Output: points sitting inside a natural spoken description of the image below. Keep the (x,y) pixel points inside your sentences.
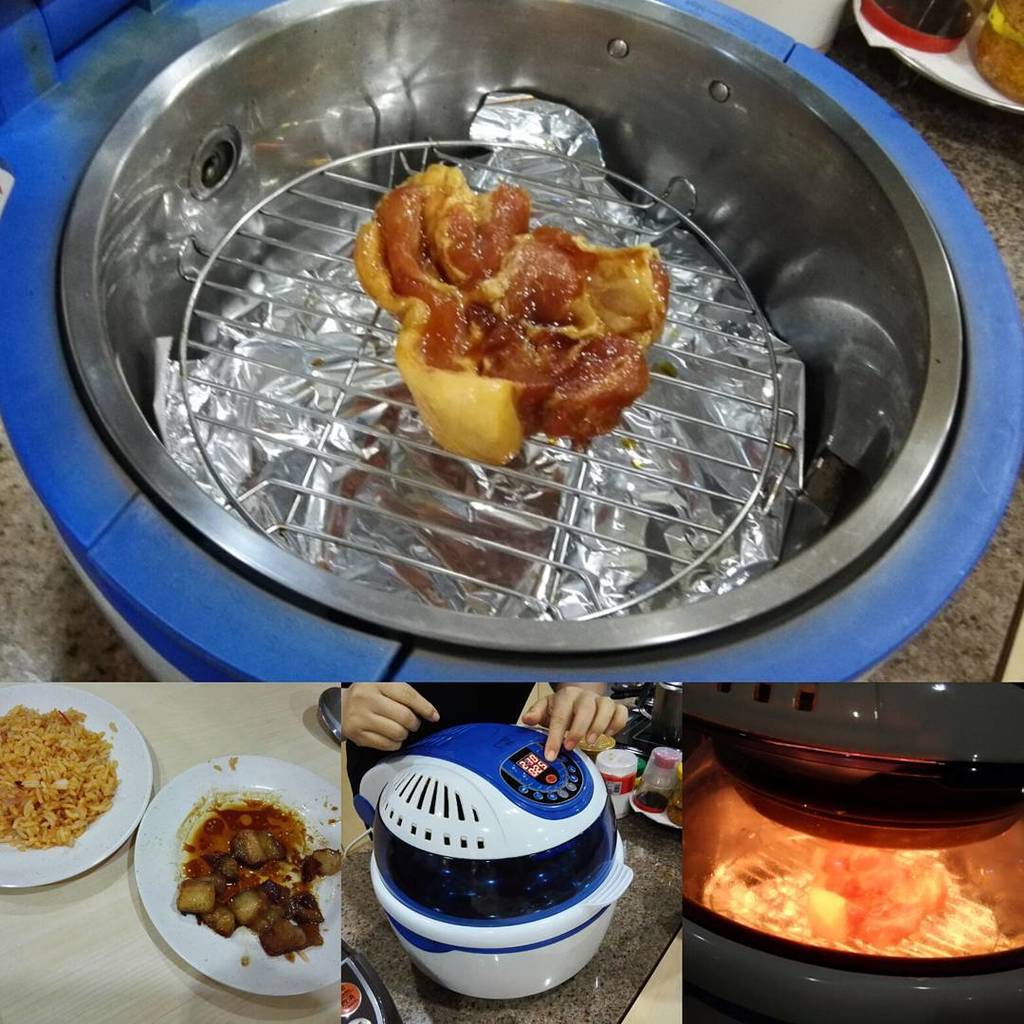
At the bottom (450,900), I can see plates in which food items (197,820) are there, vessels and an electric micro oven (602,882) on a table (479,1003). At the top (804,329), I can see a vessel (847,392), stand (724,415), food items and bottles (917,20). This image is taken may be in a room (399,594).
